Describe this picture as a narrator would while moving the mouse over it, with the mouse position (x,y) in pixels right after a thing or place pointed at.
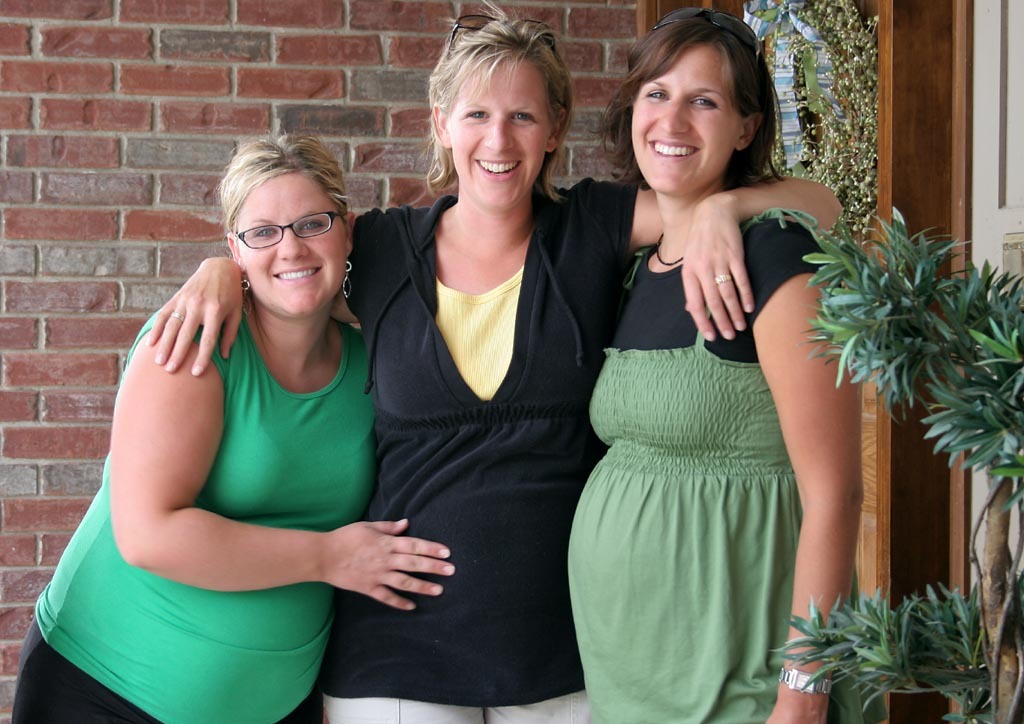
In the picture there are three women (537,349) standing together and laughing, behind them there is a wall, there are plants (871,333).
